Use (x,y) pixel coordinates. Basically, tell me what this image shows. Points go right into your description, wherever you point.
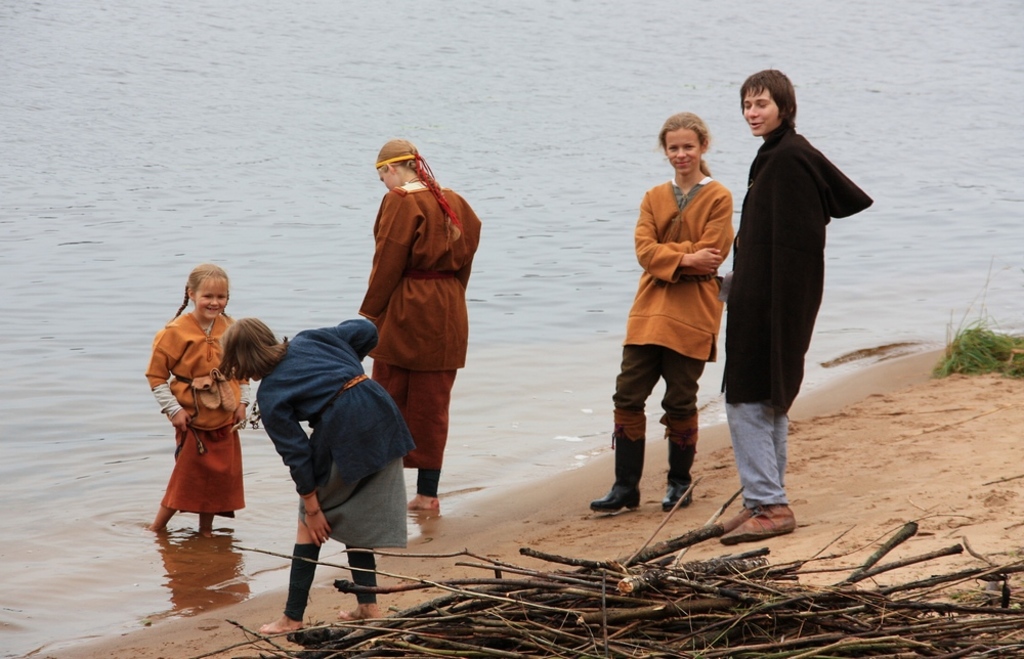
In this image we can see group of persons (397,434) standing. At the bottom of the image (529,554) we can see wooden sticks (699,535). In the background (656,435) there is a water (254,117).
